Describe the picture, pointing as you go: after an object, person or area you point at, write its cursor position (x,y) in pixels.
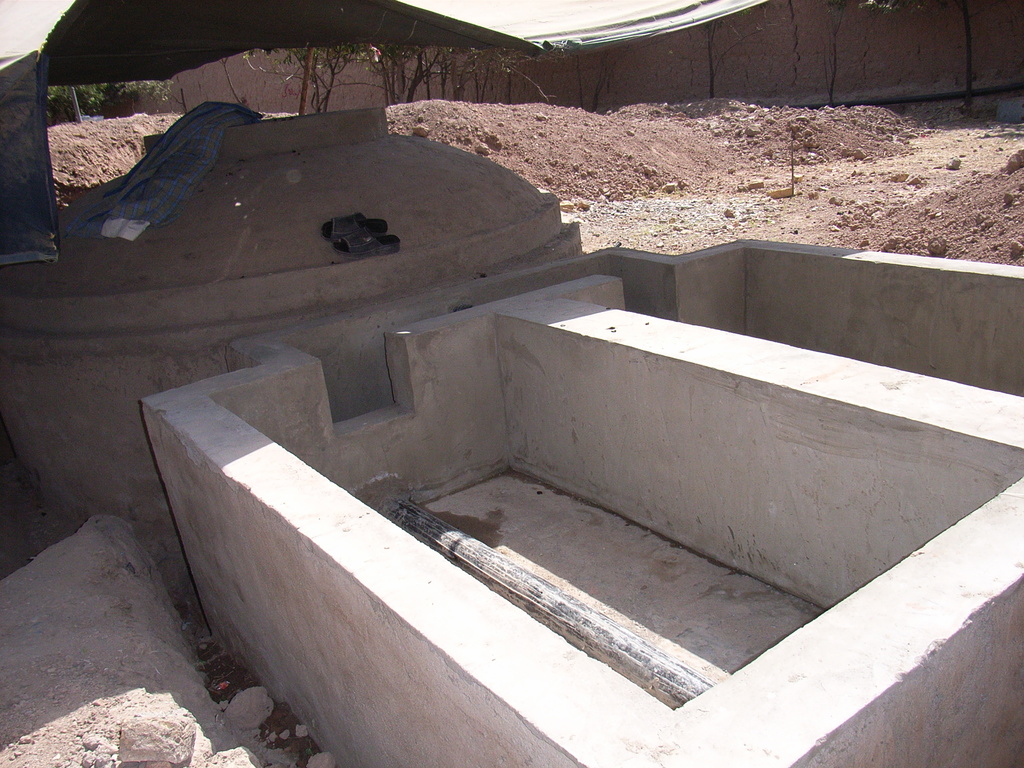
In this image we can see a concrete blocks (412,366), there are stones (247,696), there is the mud (635,105), there is a wall (514,93), there are trees (367,85).
